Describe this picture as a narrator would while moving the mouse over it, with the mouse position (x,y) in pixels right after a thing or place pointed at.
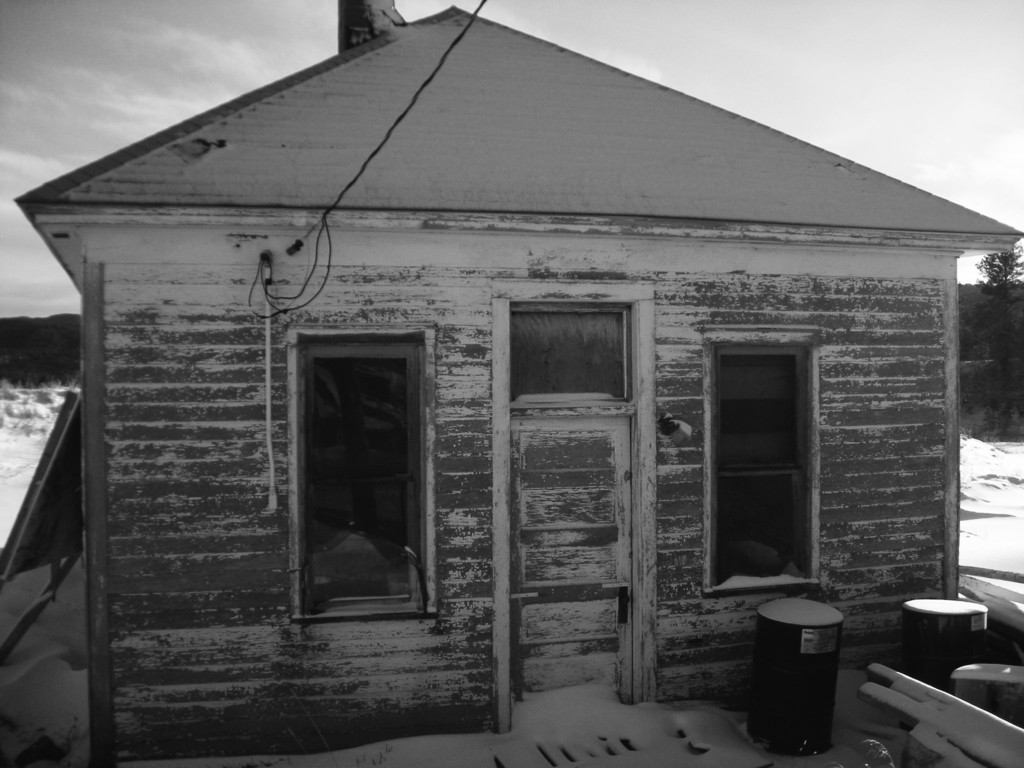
In this picture I can see a house (91,543) in front (845,596) and I see few things (937,634) on the right bottom of this picture (878,672). On the top of the house (290,189) I can see 2 wires (313,278). In the background (59,307) I can see the trees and the sky (225,52). I see that this is a black and white image.
